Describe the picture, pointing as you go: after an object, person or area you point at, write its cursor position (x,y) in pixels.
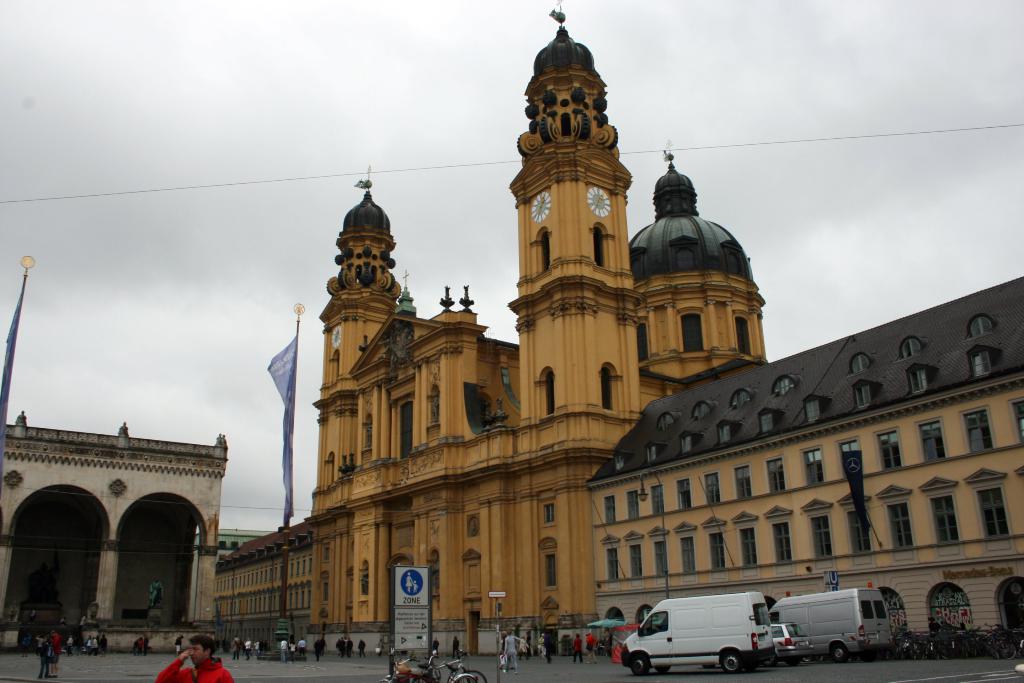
In the image there are architectures (493,512) and in front of the architectures (345,580) there are people (57,653), vehicles (737,625) and a board (413,621) with some information (409,594).
